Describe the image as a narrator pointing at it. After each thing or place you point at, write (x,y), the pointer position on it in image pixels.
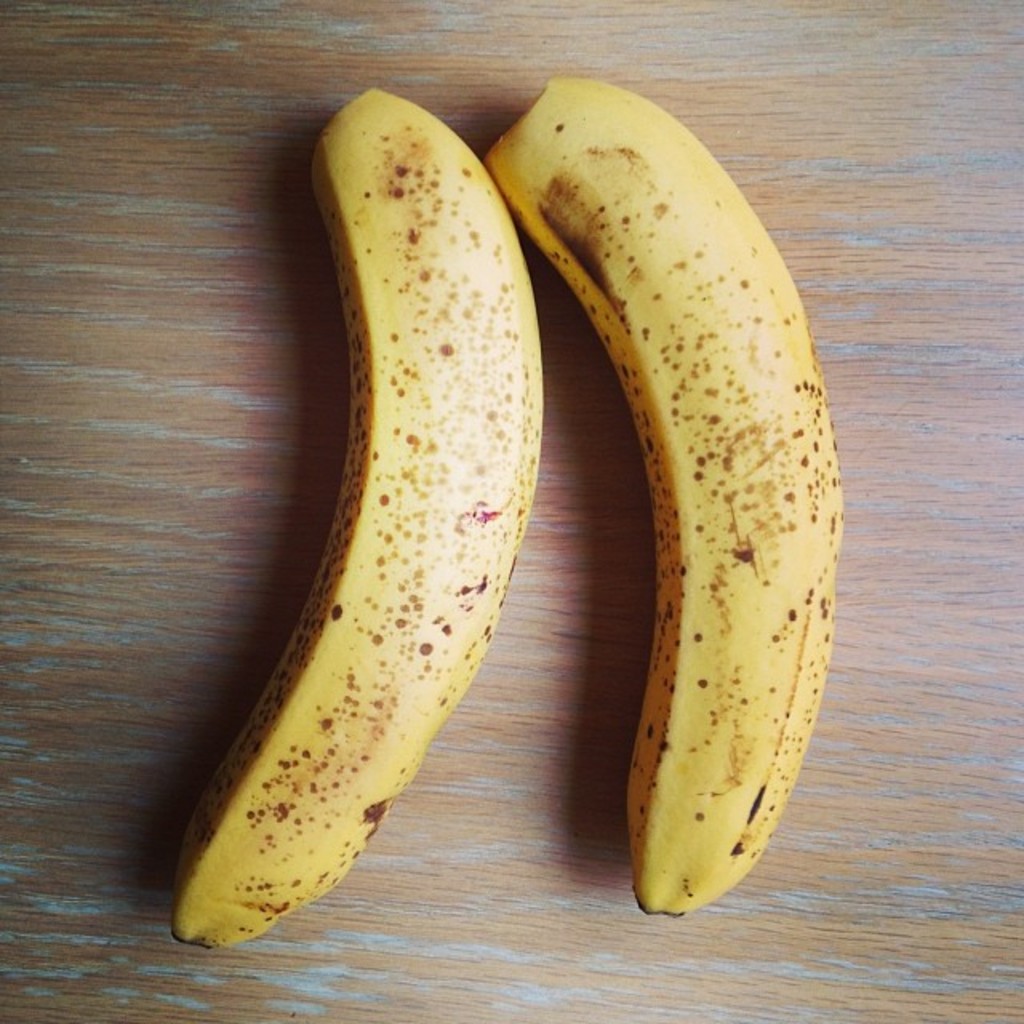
In this picture we can see two bananas (522,481) on the wooden surface (254,413).
